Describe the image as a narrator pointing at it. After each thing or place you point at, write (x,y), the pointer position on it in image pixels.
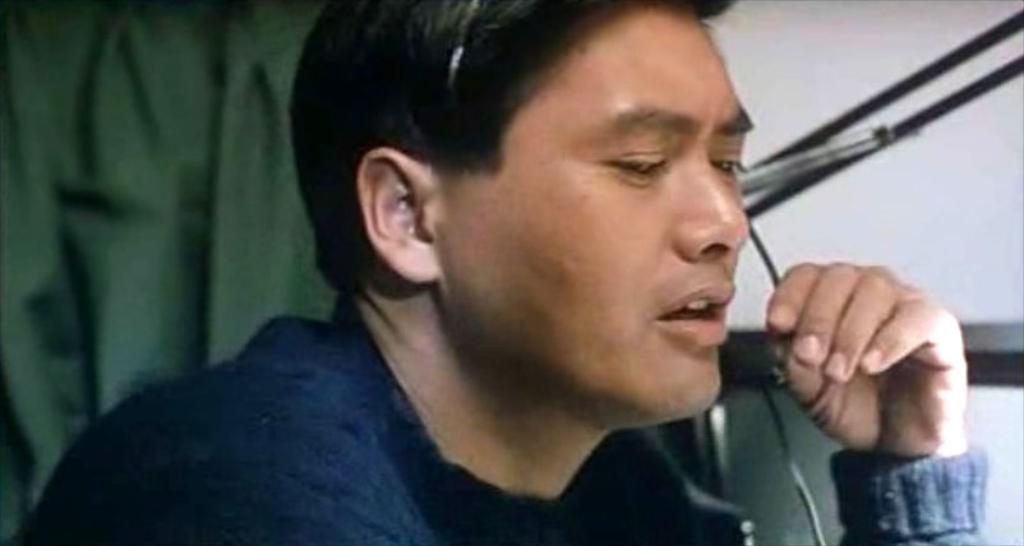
In this picture, This is man (476,53). And he is wearing some Headset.
